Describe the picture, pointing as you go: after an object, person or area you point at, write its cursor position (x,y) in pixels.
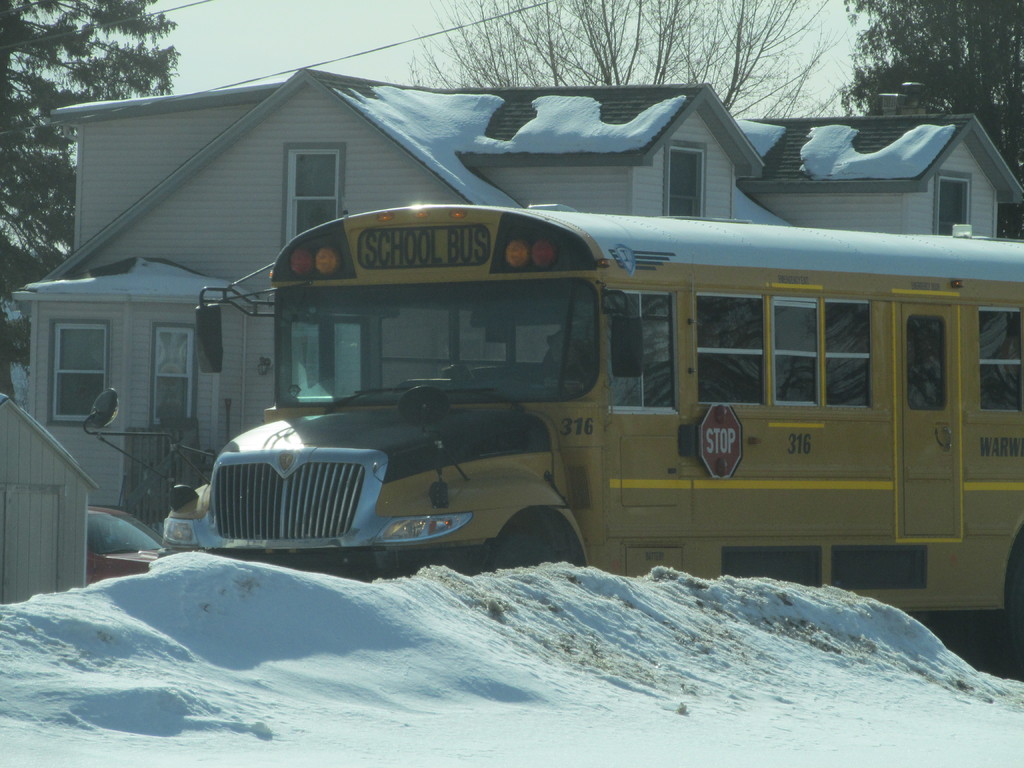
In this picture I can see the snow (722,645) in front (583,670) and in the middle of this image (428,402), I can see a car (101,510) and a bus (678,269). In the background (109,374) I can see a building (284,105) on which there is snow (471,122) and I can see the trees (501,67) and the sky (182,52).
